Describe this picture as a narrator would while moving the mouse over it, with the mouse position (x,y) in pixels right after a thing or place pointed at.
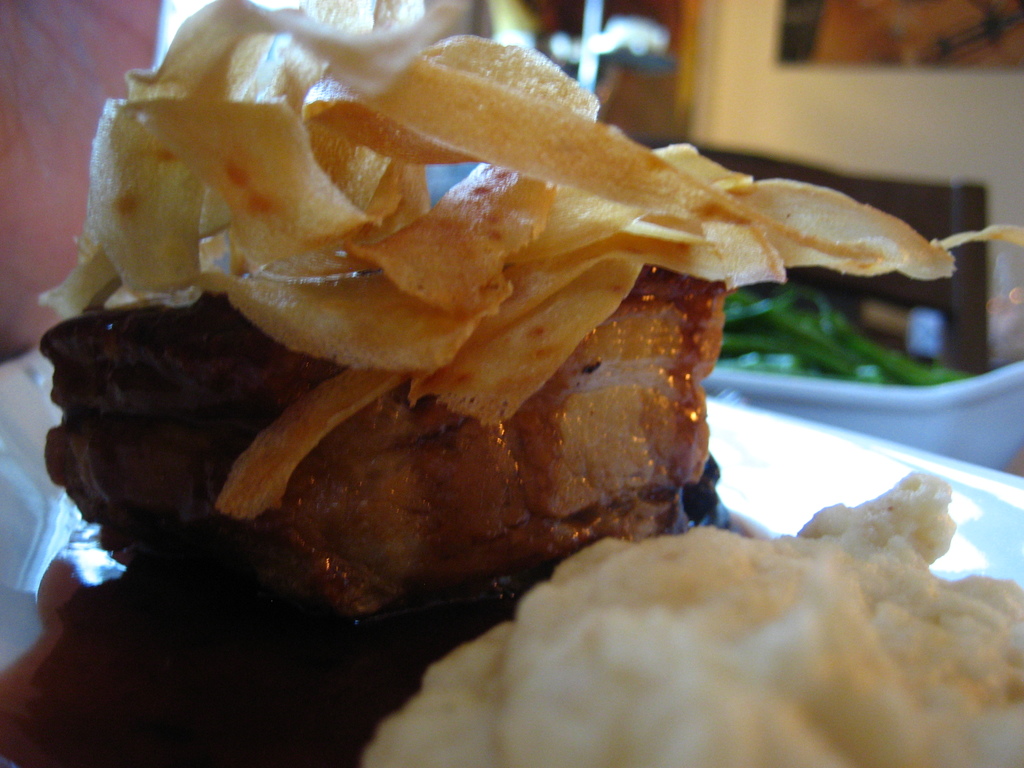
In the given image i can see some food item (539,266) on the white surface (755,408).
